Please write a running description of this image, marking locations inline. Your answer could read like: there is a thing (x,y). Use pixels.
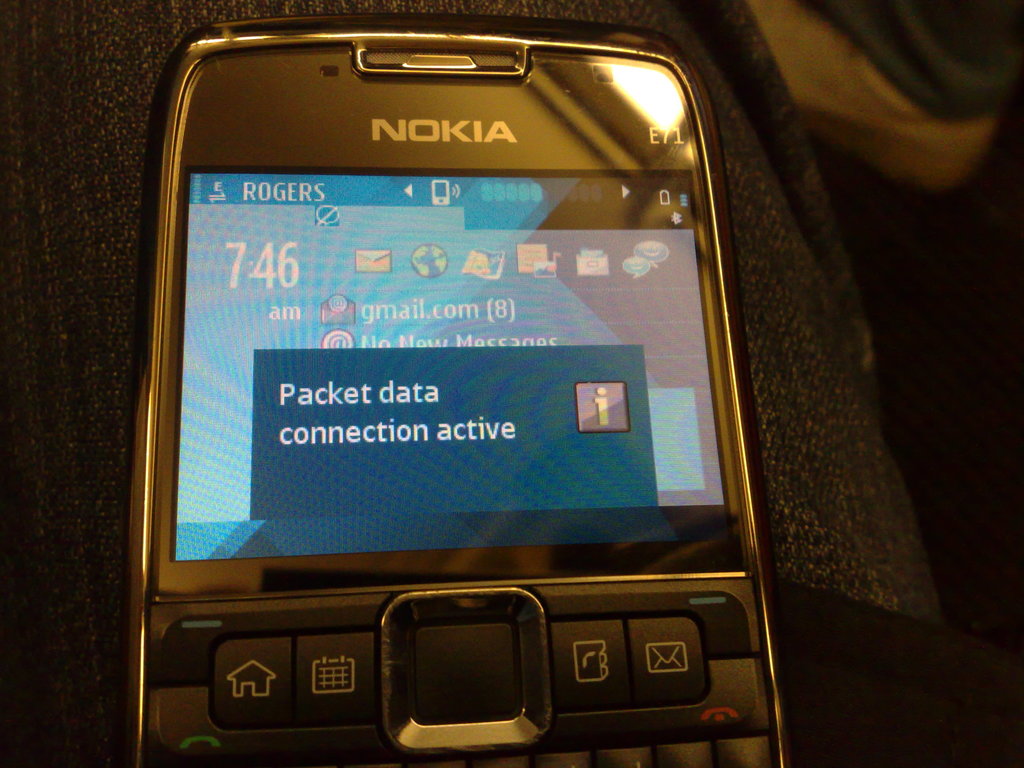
In this picture, in the middle (426,305) there is a Nokia mobile (345,44) and in the display (286,305) it says packet data connection active.
